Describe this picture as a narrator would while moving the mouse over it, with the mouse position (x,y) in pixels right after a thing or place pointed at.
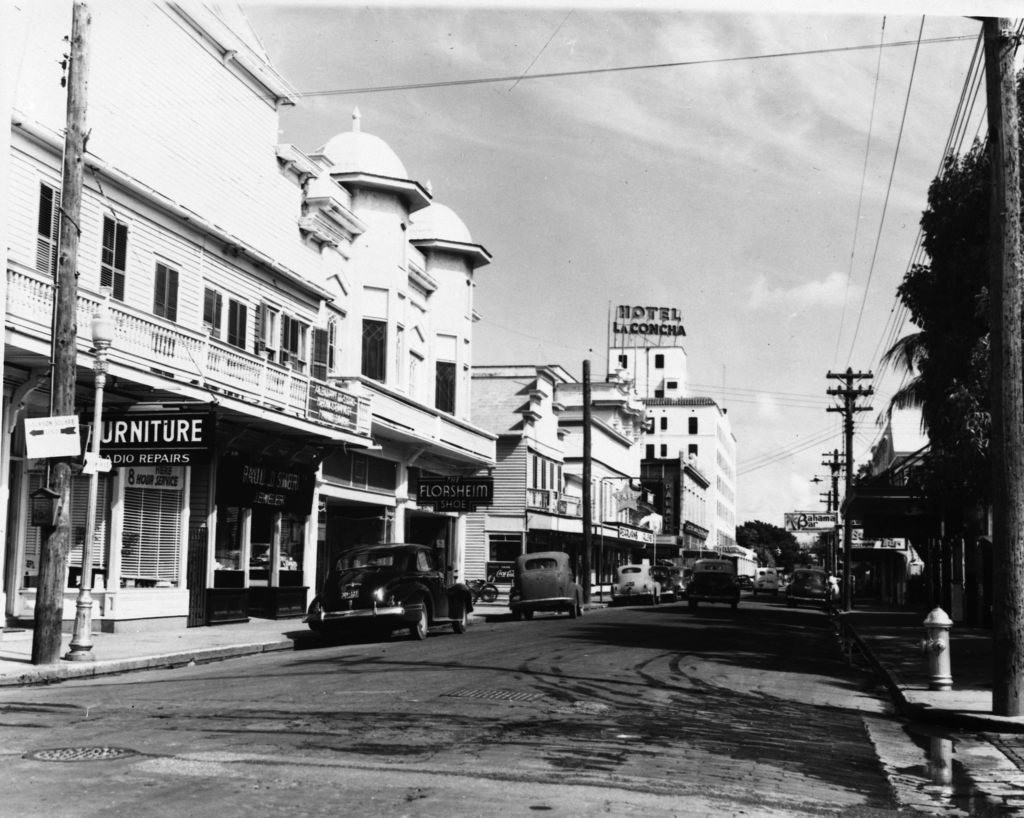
The image is a black and white image. In the left (69,417) there are buildings (143,532), poles (56,416). In the right (886,492) there are buildings (893,474), trees (911,335). In the middle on the road (392,673) few vehicles (665,586) are moving. The sky (610,288) is cloudy.
